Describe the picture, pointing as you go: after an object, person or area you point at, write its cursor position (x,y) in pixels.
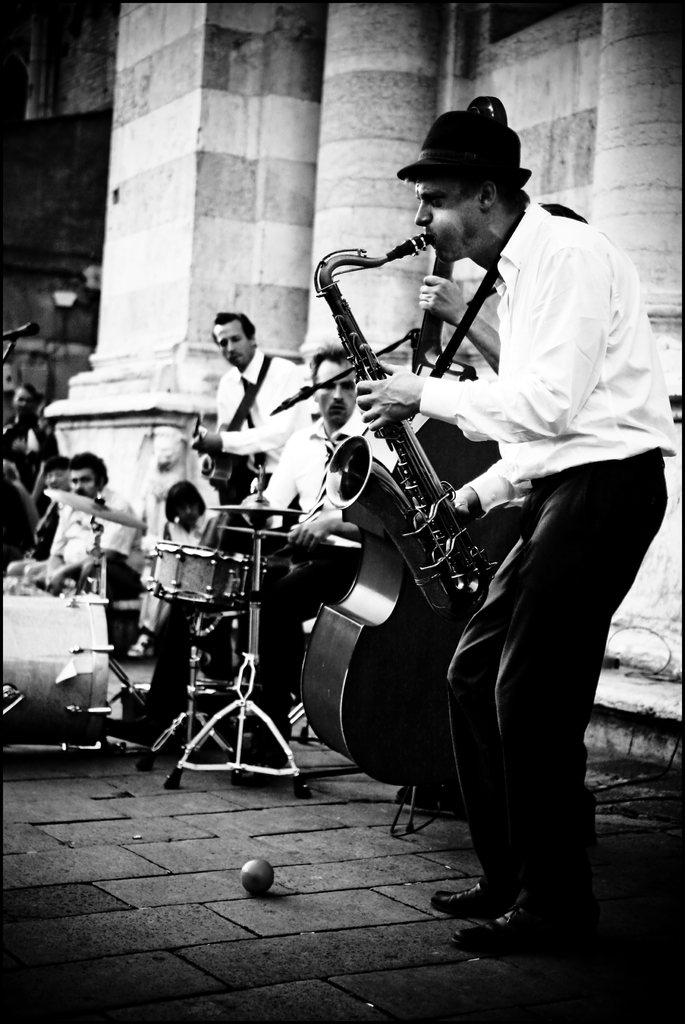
There are few people (458,396) here on the road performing by playing musical instruments (421,351). In background (196,317) there is a wall (278,256).
